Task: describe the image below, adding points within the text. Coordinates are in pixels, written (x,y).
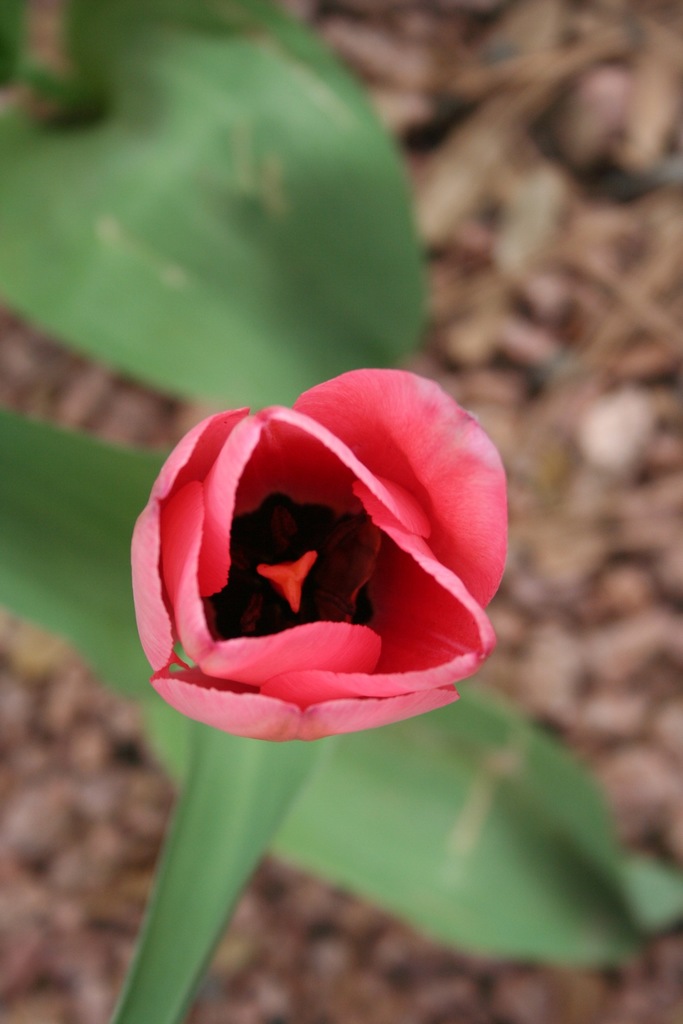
In the foreground of the picture (225,498) we can see a flower (190,537). In the background (446,912) there are leaves (229,282) and it is blurred.
